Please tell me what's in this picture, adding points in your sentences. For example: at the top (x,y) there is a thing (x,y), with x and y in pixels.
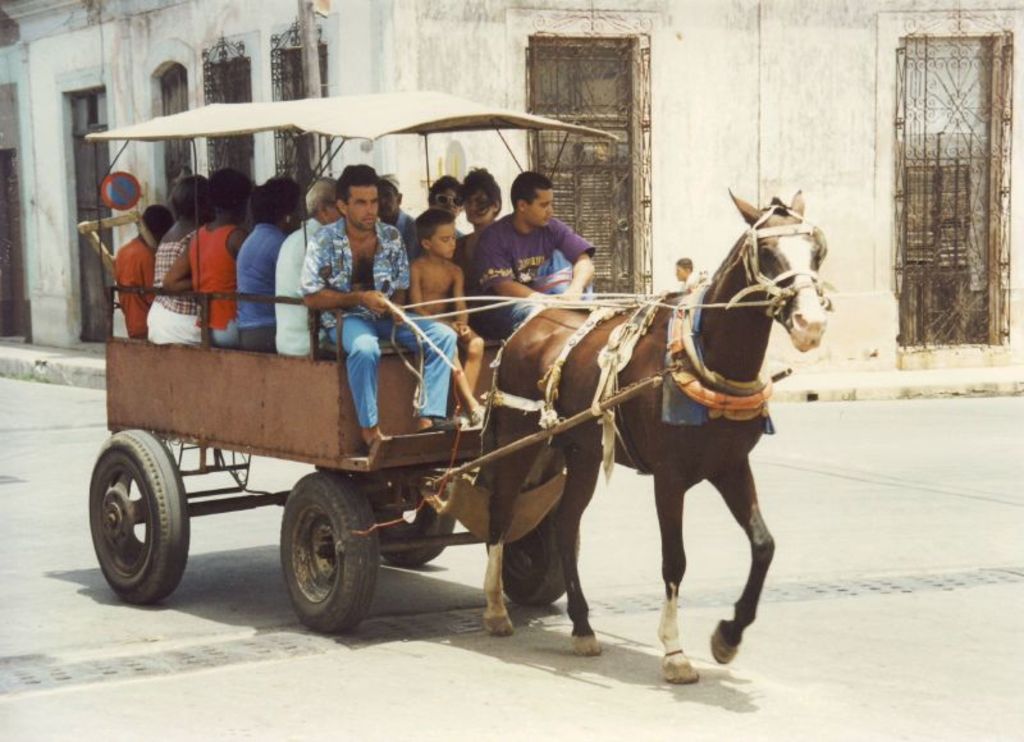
In this picture few people (306,272) are seated on the vehicle (246,468) and the vehicle (388,442) is carried by a horse (577,364), in the background (740,76) we can see a sign board (131,181) and a building (105,208).
